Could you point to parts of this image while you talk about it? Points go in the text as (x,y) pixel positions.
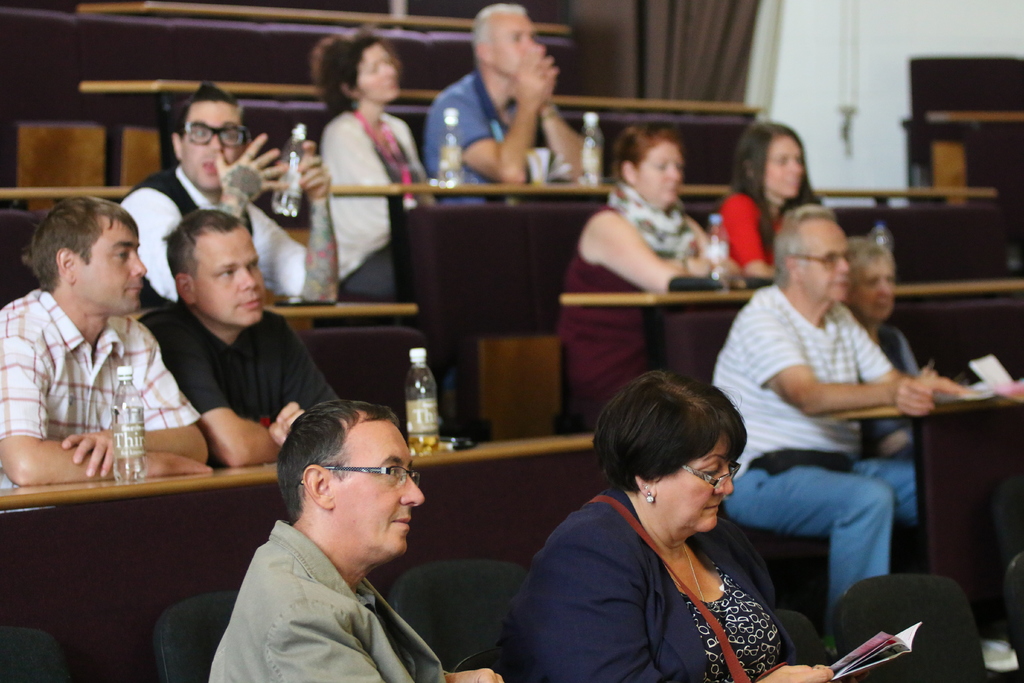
In this image we can see these people (819,270) are sitting on the chair (209,648) near the wooden tables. Here we can see bottles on the table (409,22). The background of the image (616,68) is slightly blurred, where we can see the curtains (742,75) and the wall (826,117).
